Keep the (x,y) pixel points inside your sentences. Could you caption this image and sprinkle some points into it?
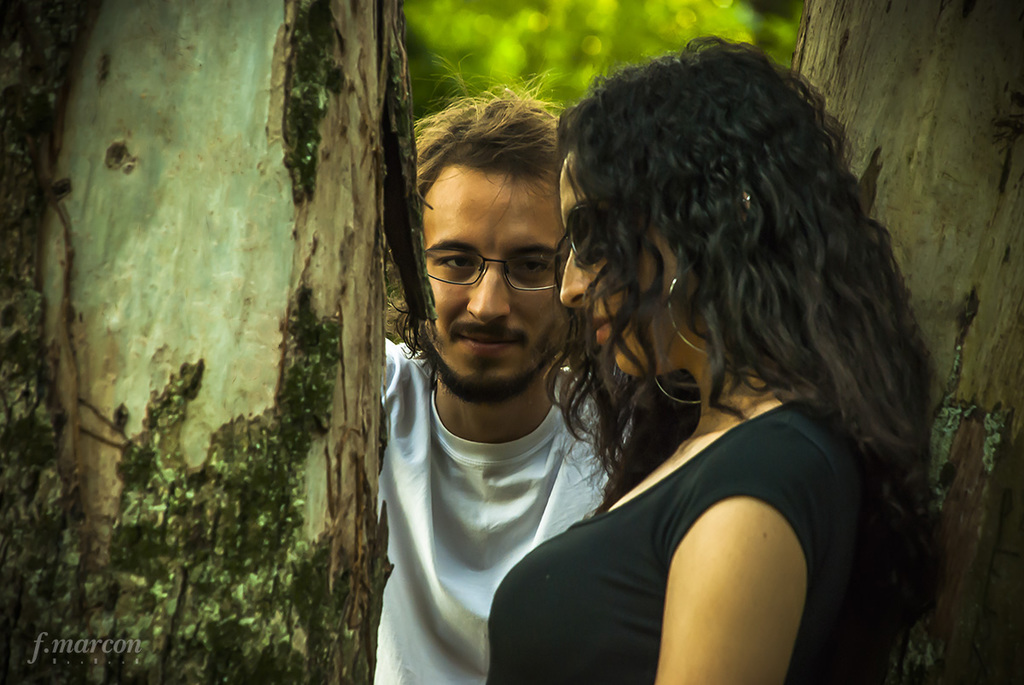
In this picture we can see a woman (573,639), man (538,318) wore a spectacle (536,257) and smiling and beside them we can see tree trunks (951,117) and in the background (501,42) we can see leaves (501,42) and it is blur.
